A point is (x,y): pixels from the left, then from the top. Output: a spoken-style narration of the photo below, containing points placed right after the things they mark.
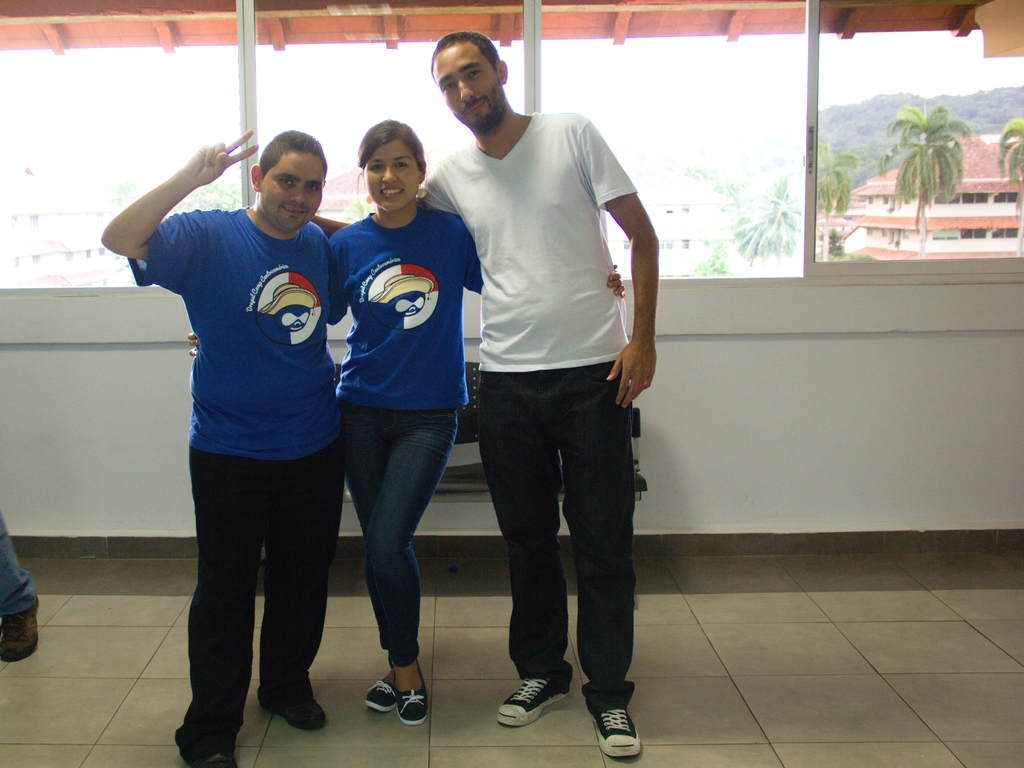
In this picture there are three persons (534,486) in the center (417,484). A man (275,407) towards the left (259,277), he is wearing a blue t shirt (267,264) and a black trousers (291,465). A woman (347,307) in the middle (454,411), she is wearing a blue t shirt (385,283) and jeans (381,430). A man (508,423) towards the right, he is wearing a white t shirt (555,273) and black trousers (589,422). In the background (600,57) there are windows (325,83), through one window (941,154) there are buildings (1008,211) and trees (926,197).
